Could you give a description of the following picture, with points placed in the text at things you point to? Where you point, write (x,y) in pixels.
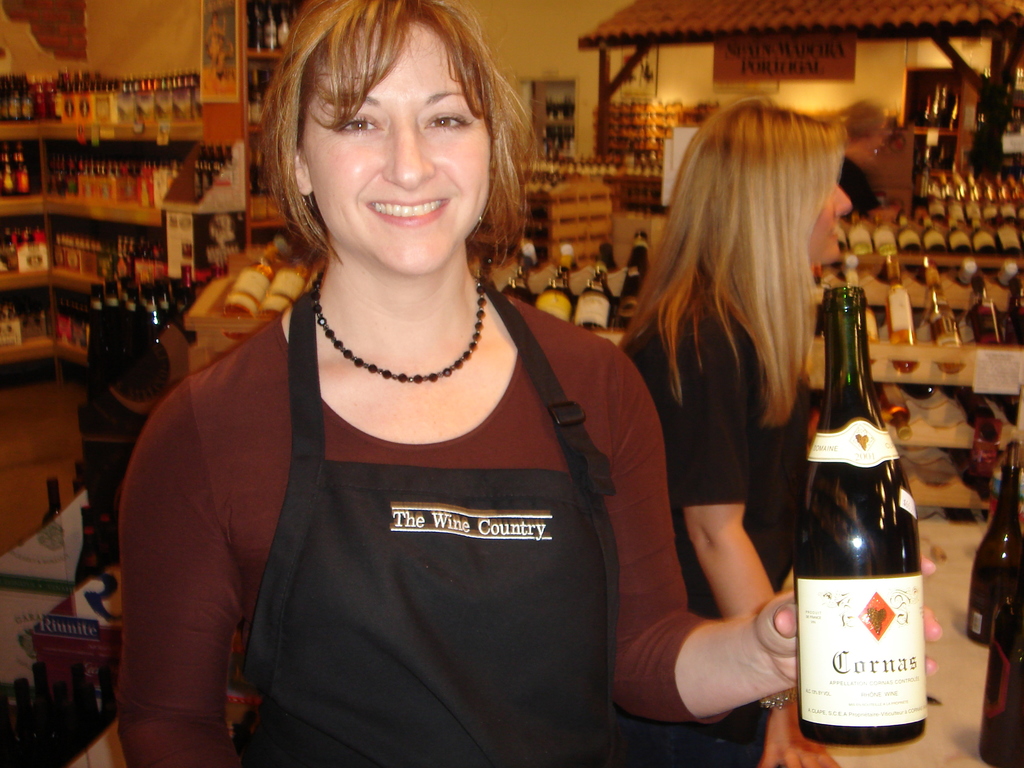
This is a picture of a woman (463,452) in brown t shirt (254,516) holding a wine bottle (849,558). Background of this woman (467,505) there are shelves (52,202) with full of bottles (974,320) and wall (535,60).
